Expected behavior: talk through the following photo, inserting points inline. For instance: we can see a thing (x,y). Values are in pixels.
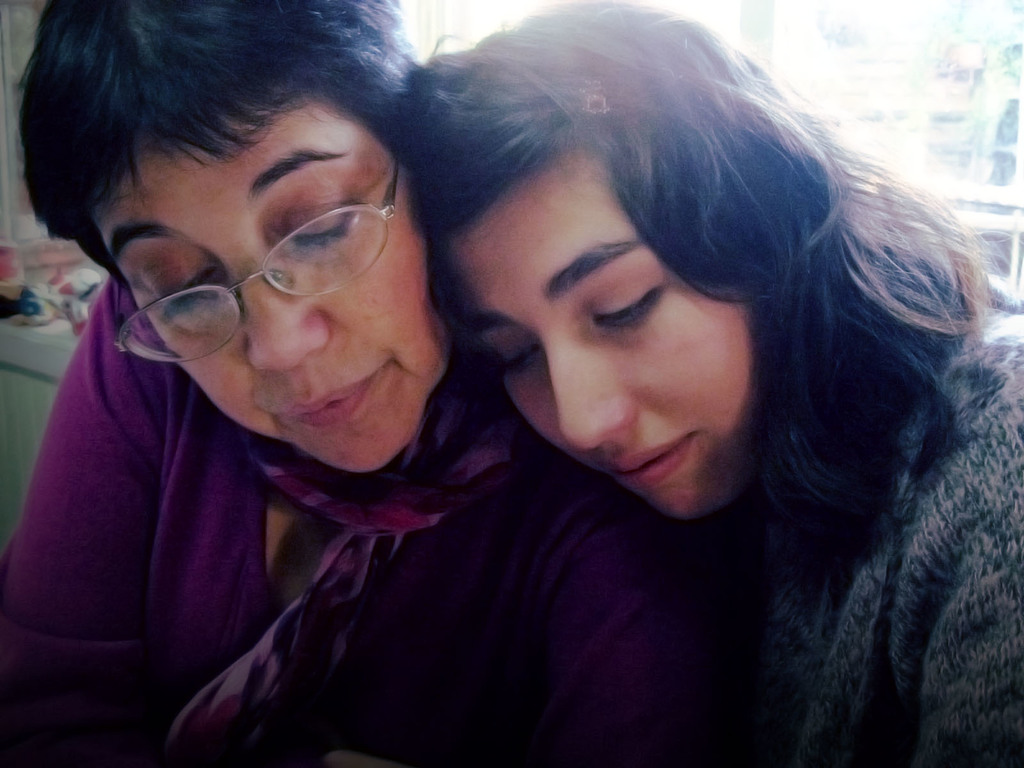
In this image we can see two ladies (492,291), there are some objects (59,288) on the table (58,370), and the background (34,259) is blurred.
